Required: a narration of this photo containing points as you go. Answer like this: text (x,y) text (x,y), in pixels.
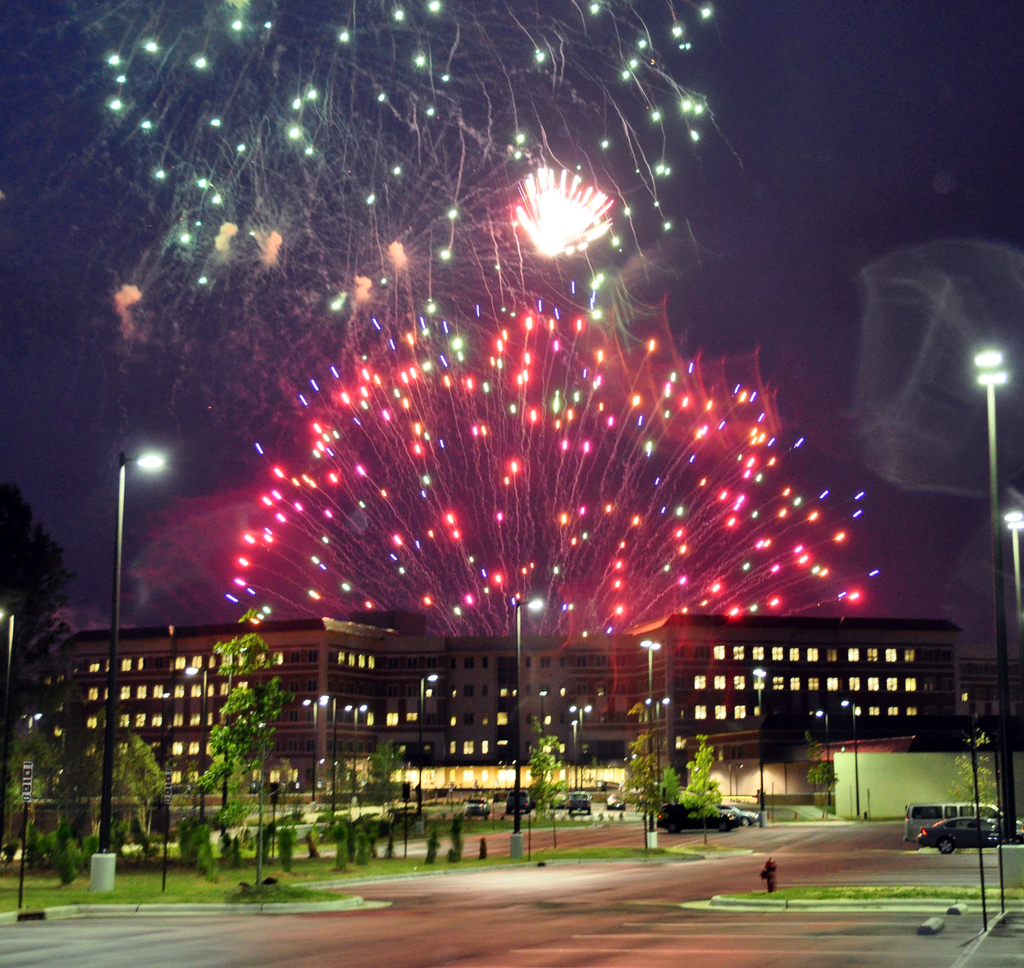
This image consists of a building (454,723) along with the light (895,688). At the bottom (59,854), there are trees (243,809), and cars (951,846) parked on the road (491,962). At the top (463,269), we can see the crackers (529,407). On the left (108,742) and right, there are poles (990,406) along with lamps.
